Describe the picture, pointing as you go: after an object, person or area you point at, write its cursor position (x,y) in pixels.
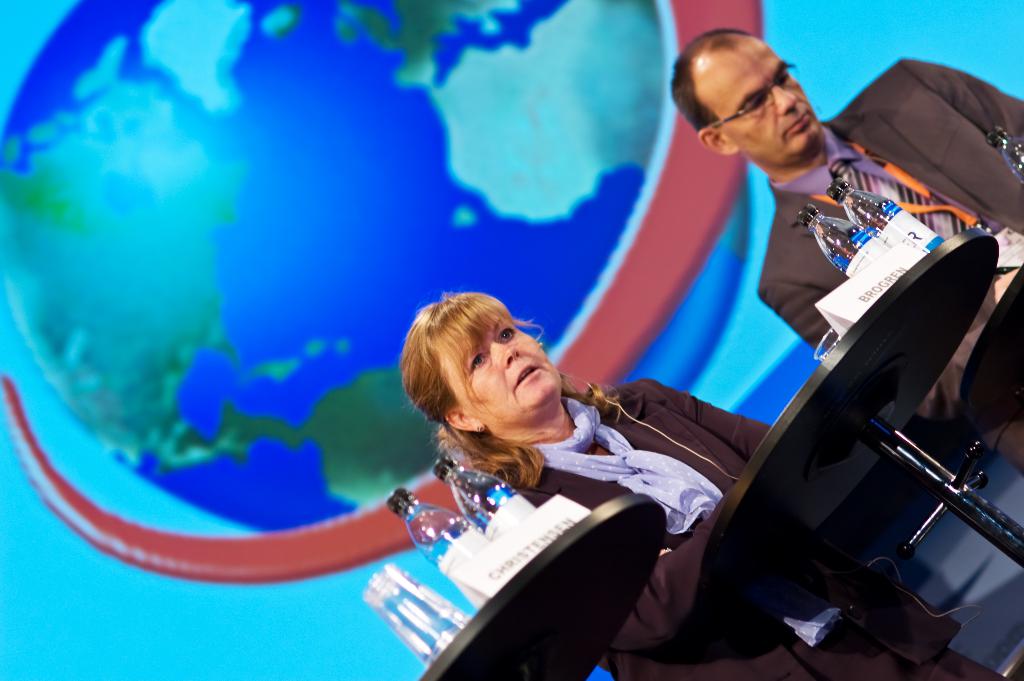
In this image I can see two persons (678,629) are standing in front of the table (856,414) and on the table (838,409) I can see bottles (858,247), boards (896,260) and glasses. I can see the blue, green and red colored background (635,257).
